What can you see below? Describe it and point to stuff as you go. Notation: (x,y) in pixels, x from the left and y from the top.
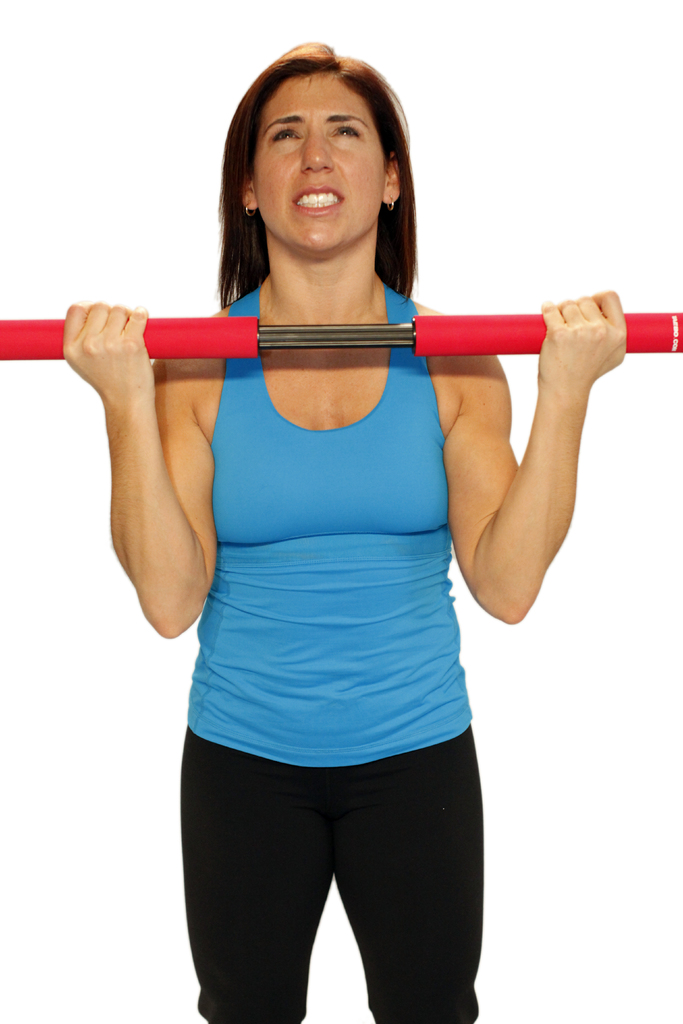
In the image we can see there is a woman (302,542) standing and she is holding an iron rod (369,329) in her hand (87,335).
